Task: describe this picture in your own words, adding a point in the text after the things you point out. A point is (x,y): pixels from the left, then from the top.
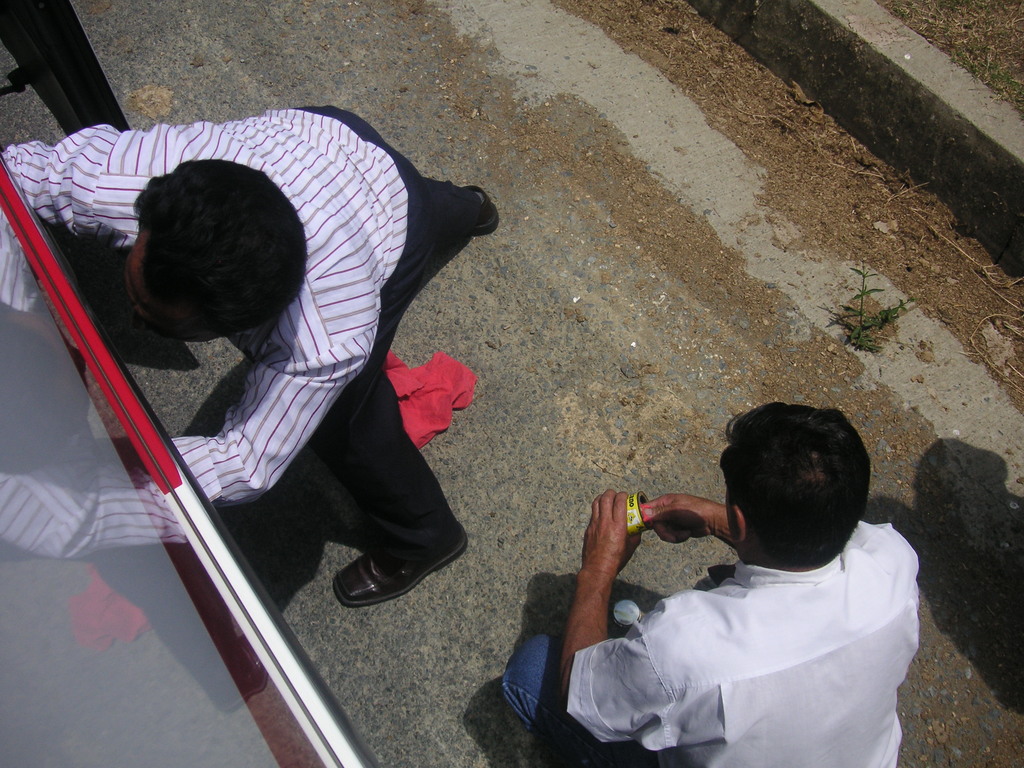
This picture is clicked outside. On the right (742,501) we can see a person (794,579) holding some object (637,521) and squatting on the ground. On the left (264,218) we can see another person (312,390) seems to be standing on the ground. In the left corner (84,384) we can see an object (223,594) and the glass (91,483). In the background (98,15) we can see the ground (553,157) and some other items (1005,202).
